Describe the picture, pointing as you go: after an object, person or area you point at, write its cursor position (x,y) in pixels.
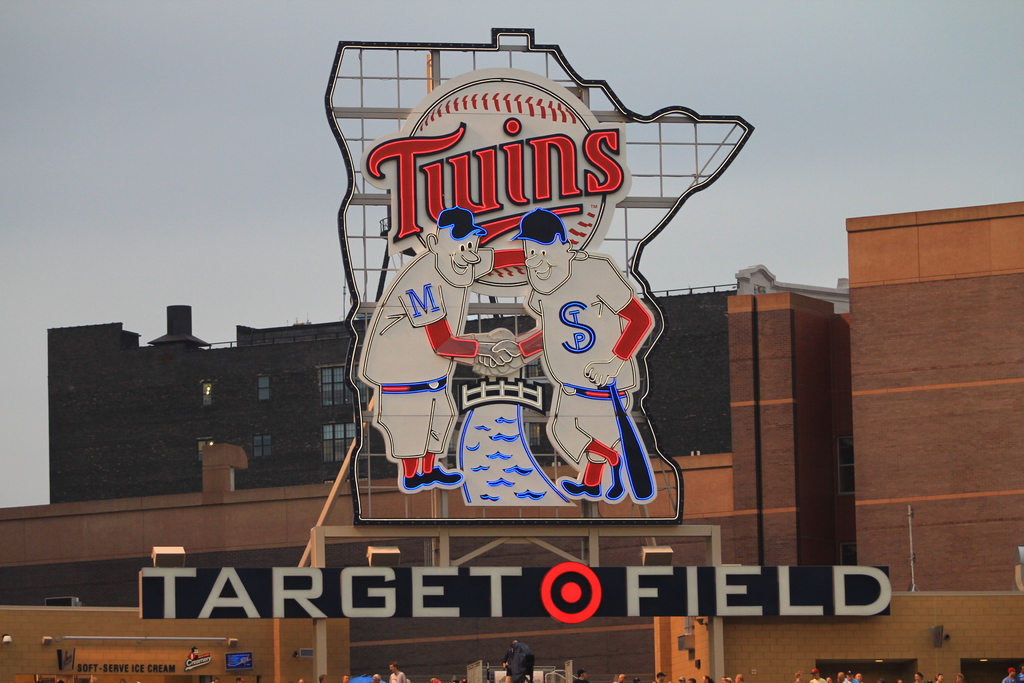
In this picture we can see a name board (608,586), hoarding (588,491), group of people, some objects (192,667), building (748,317) with windows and in the background (215,261) we can see the sky (248,70).
